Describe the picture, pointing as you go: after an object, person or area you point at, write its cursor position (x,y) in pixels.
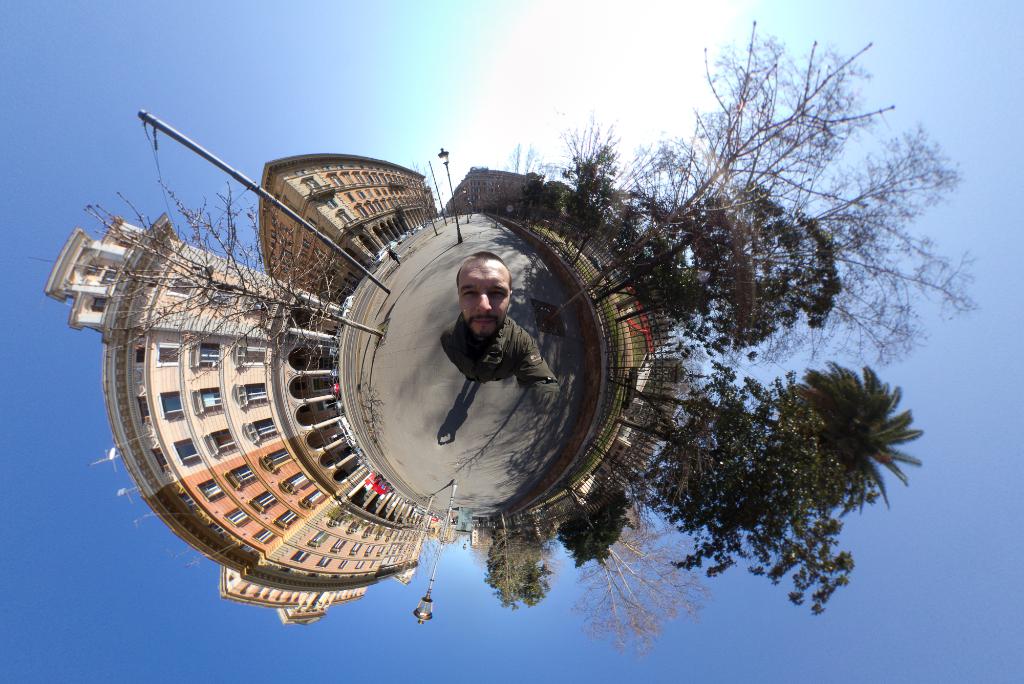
This is an edited image, where there is a person (487,342) standing, there are buildings (178,321), trees (617,588), poles (305,227), lights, and in the background (661,35) there is sky (44,351).
